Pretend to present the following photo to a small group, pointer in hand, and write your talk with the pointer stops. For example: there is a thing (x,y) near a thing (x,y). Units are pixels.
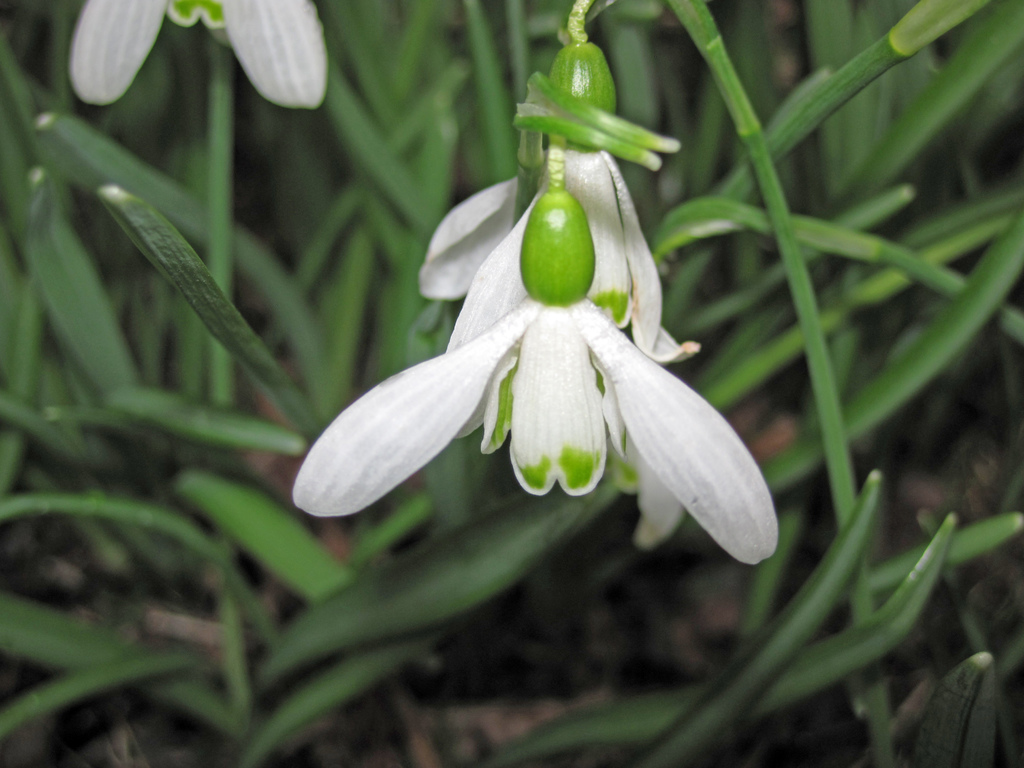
In the picture we can see some plants (401,587) and to it we can see some flowers (565,468) which are white in color.
